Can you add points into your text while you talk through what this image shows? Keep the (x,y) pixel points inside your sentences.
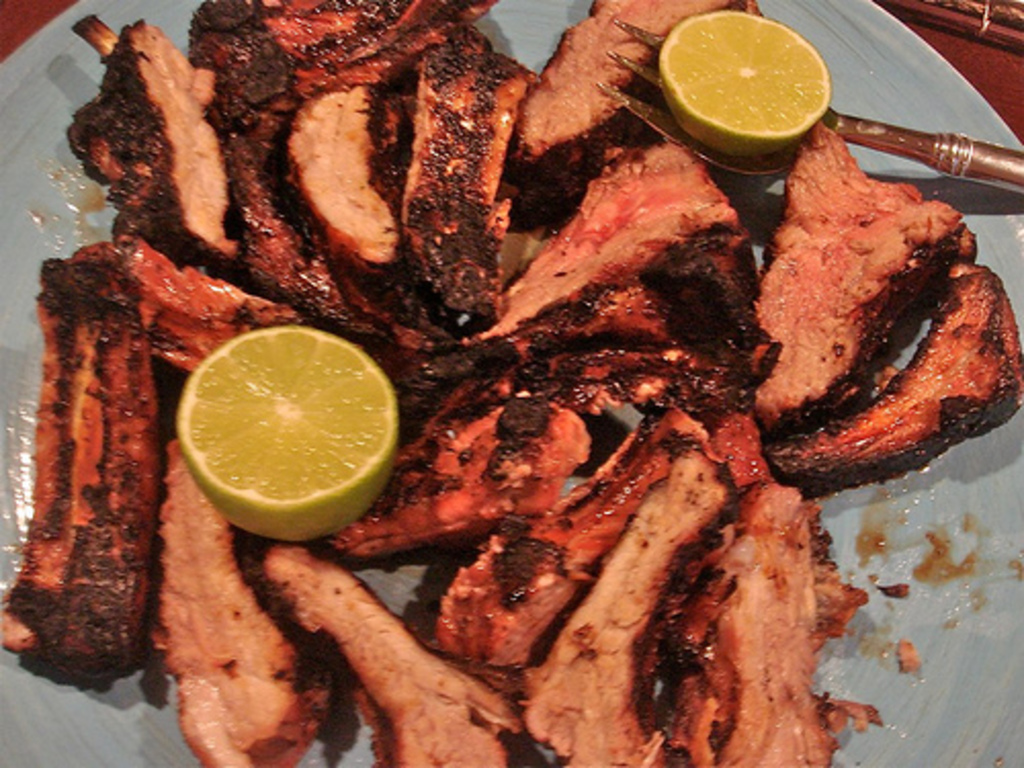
In this image I can see a plate (67,143) which consists of some food item (79,475) along with the lemon pieces (310,444) and a fork (662,132).
